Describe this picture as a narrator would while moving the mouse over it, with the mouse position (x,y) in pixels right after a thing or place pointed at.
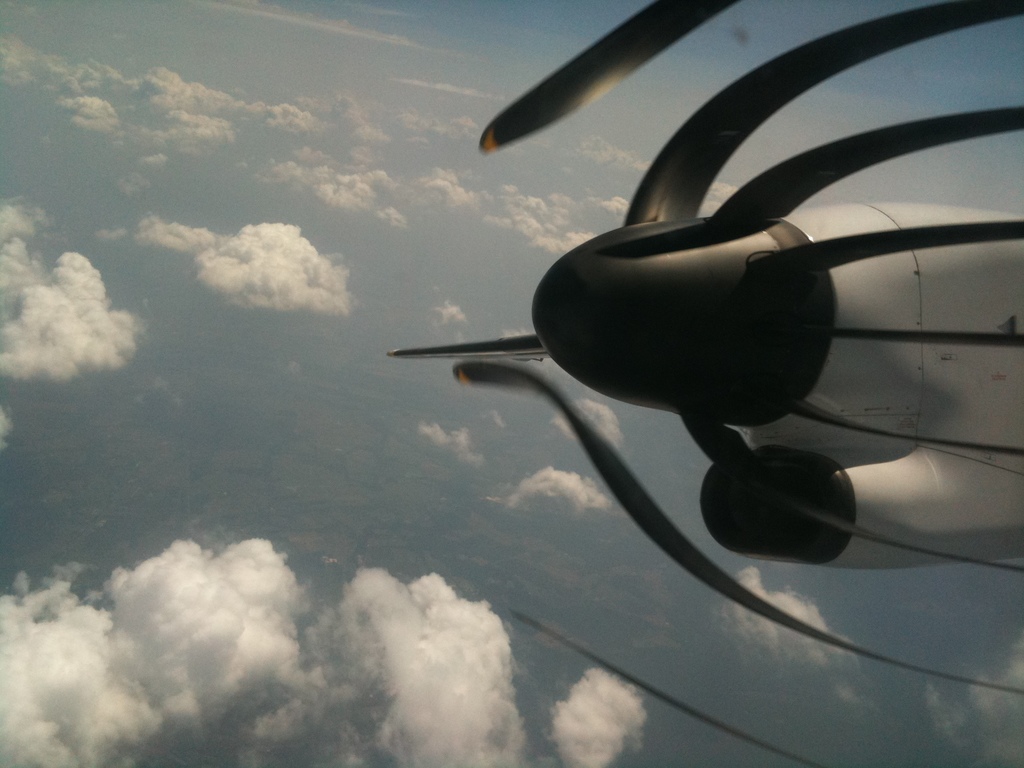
In this image there is a propeller (661,348) of an airplane (877,339) in the sky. At the bottom (297,605) there are clouds (323,645).
